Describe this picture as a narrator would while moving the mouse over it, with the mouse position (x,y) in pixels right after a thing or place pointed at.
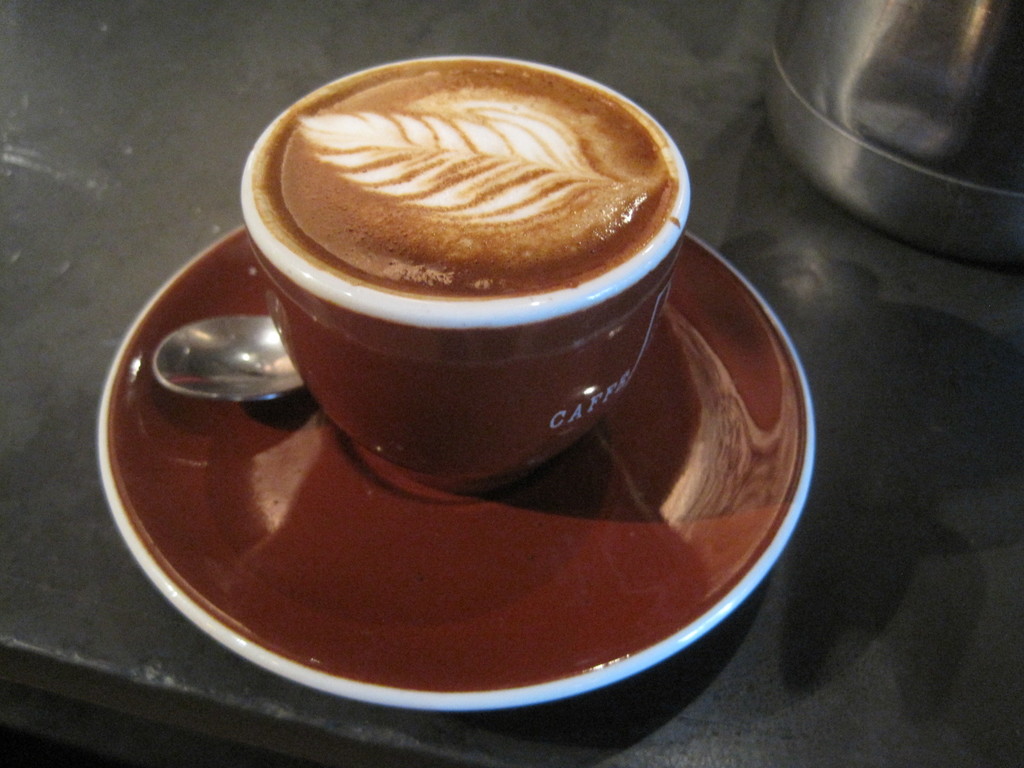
In this picture, we see a cup (401,382) containing cappuccino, saucer (475,526) and spoon (239,390) are placed on the table (888,579). We even see the steel vessel (870,128) is placed on that table (867,253).
